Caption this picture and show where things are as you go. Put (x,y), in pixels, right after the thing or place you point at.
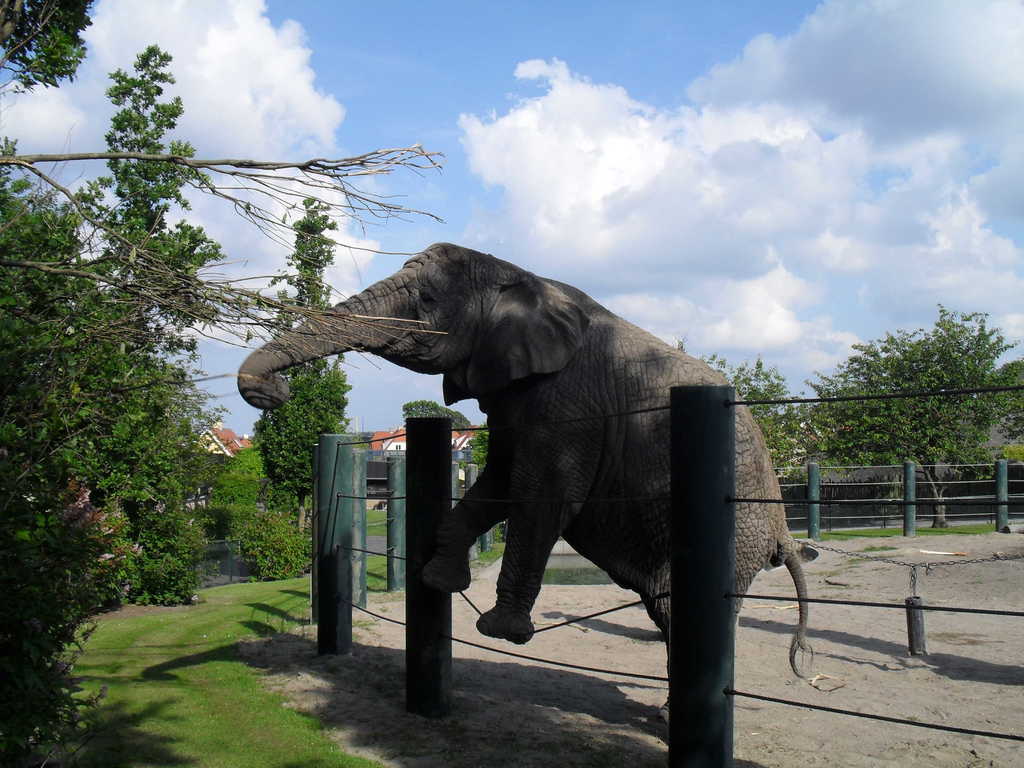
In this picture there is a elephant (640,564) try to eat the tree leaves (203,312). In the front (345,518) there is a fencing grill (347,589). In the background (979,346) there are some trees (789,421).
